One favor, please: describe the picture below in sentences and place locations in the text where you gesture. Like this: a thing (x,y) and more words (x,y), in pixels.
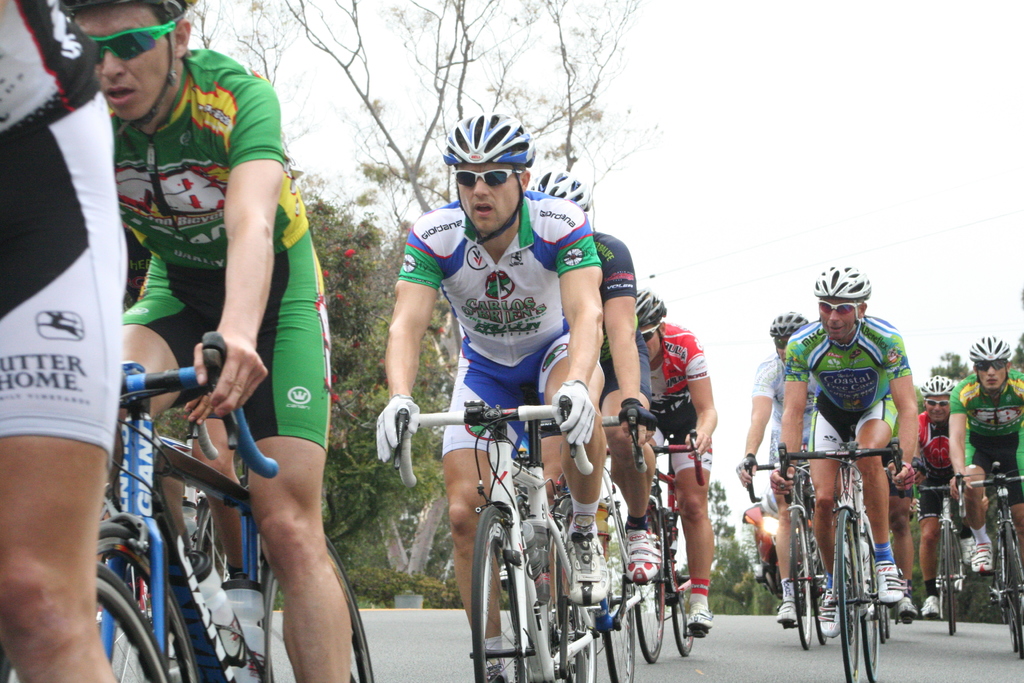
In this image we can see few persons (199,283) are riding bicycles (794,577) on the road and all of them have helmets (504,120) on their heads (493,129) and goggles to their eyes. In the background (664,240) there are trees (442,462) and sky (722,9).
